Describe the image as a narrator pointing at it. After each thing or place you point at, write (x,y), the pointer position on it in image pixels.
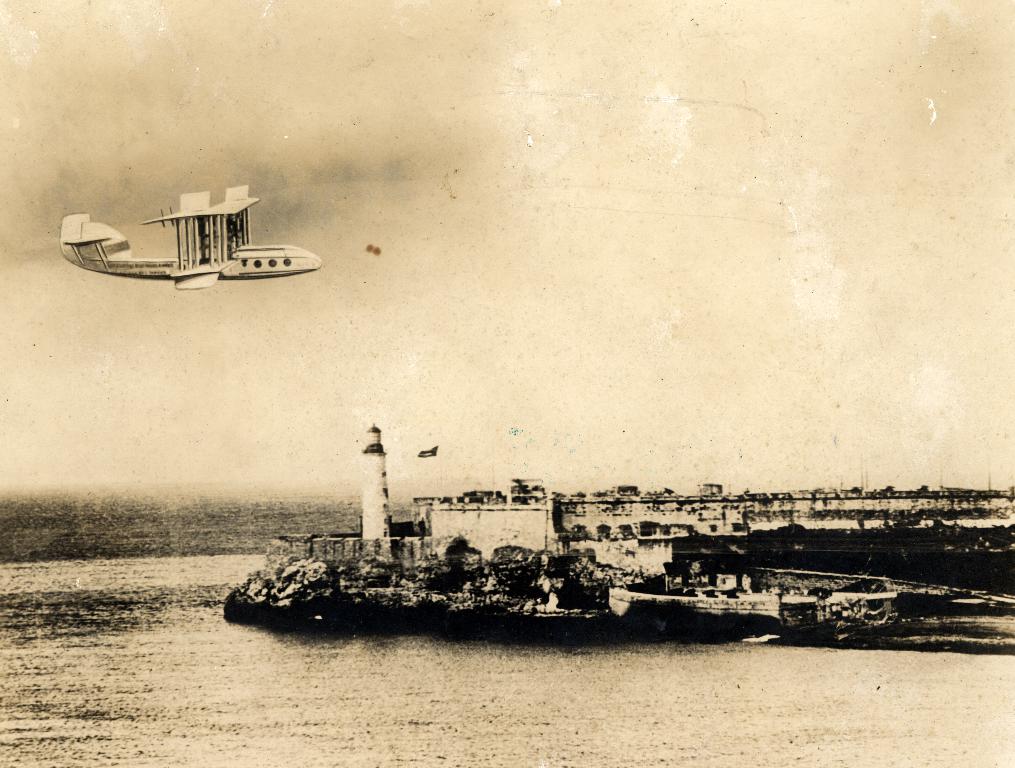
This is a black and white picture. At the bottom (161,681), we see water (274,706) and this water (240,684) might be in the lake (221,616). Beside that, we see a tower (374,503) and the buildings (569,521). We even see a flag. At the top (110,238), we see the sky (137,299) and an airplane (163,274) is flying in the sky (513,252).
